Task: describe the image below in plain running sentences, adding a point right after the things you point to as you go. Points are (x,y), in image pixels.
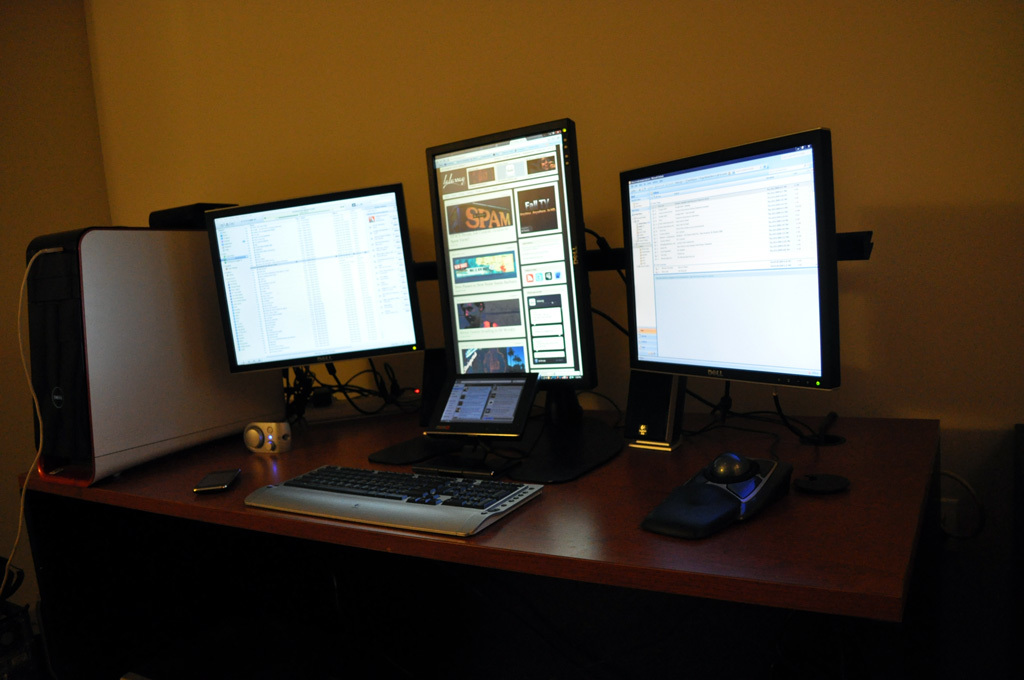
There is a table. There is a computer system (525,307), CPU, mobile phone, wire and keyboard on a table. We can see in background (259,161) wall (238,141).
